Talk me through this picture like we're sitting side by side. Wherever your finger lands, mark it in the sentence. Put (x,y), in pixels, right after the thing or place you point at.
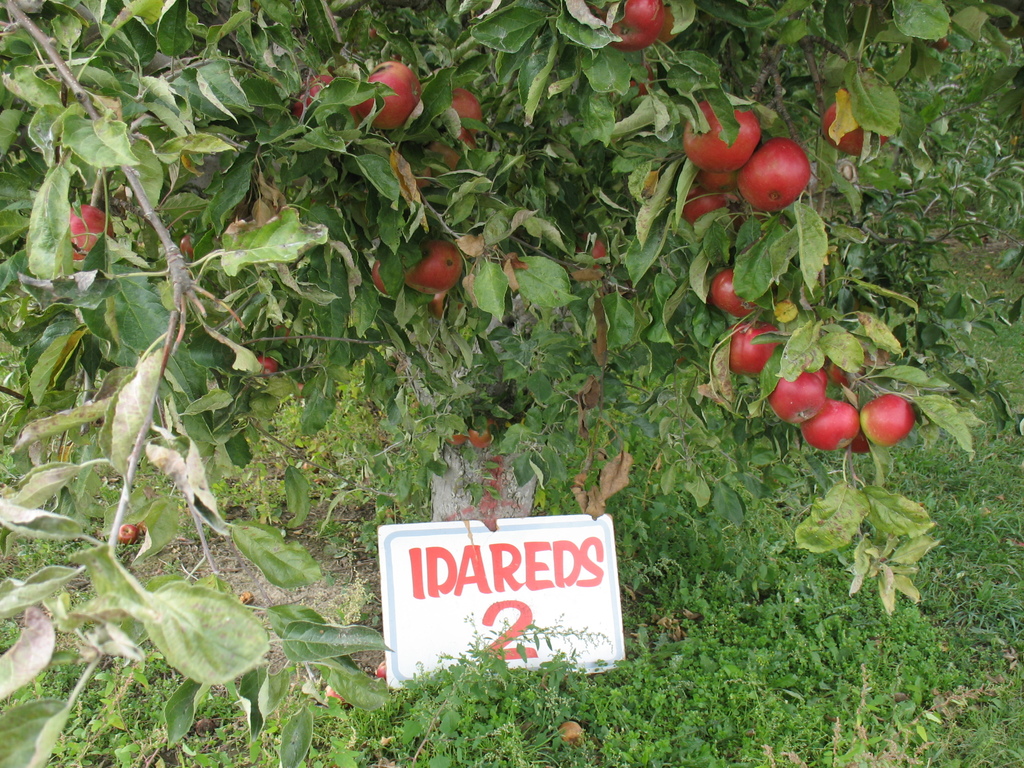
At the bottom of the image (676,708) I can see many plants (684,642) and there is a board (412,623) on which I can see some text (518,628). At the top of the image (434,111) there is a tree (266,197) along with the fruits (803,414) which are in red color.
